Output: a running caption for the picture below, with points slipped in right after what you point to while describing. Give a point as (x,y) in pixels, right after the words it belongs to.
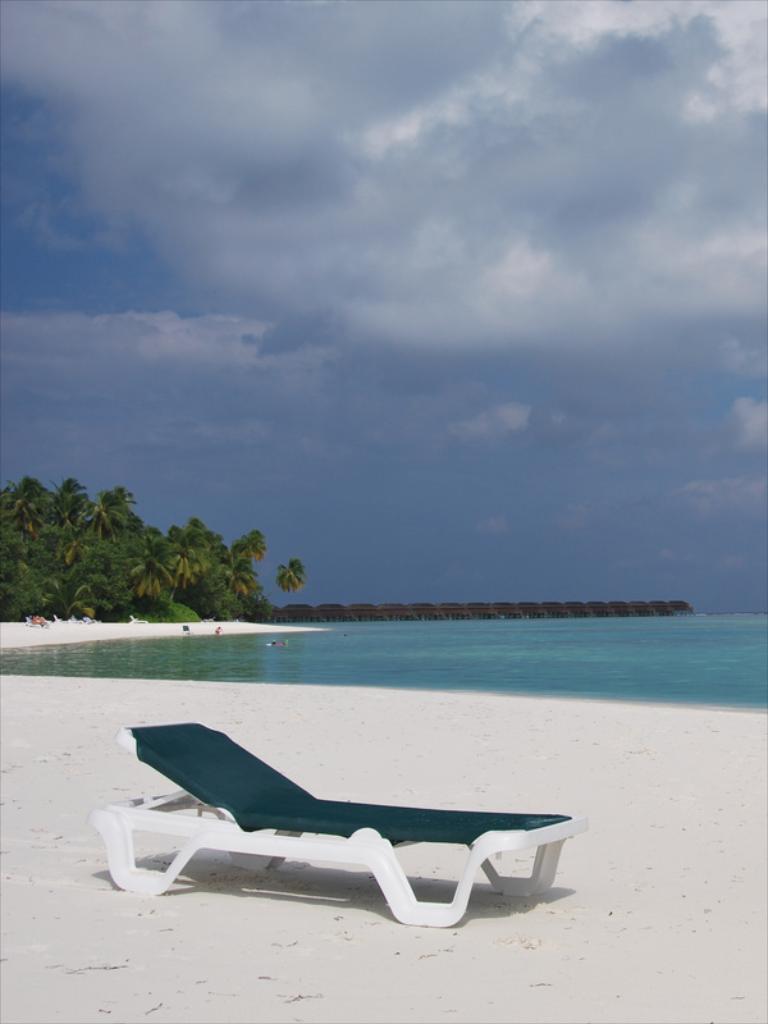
In this image I can see the beach bed (228,840) which is in white and green color. It is on the sand (436,936). In the background (426,659) I can see the water (194,676) and many trees (95,580). I can also see the clouds (397,282) and the sky (416,284).
